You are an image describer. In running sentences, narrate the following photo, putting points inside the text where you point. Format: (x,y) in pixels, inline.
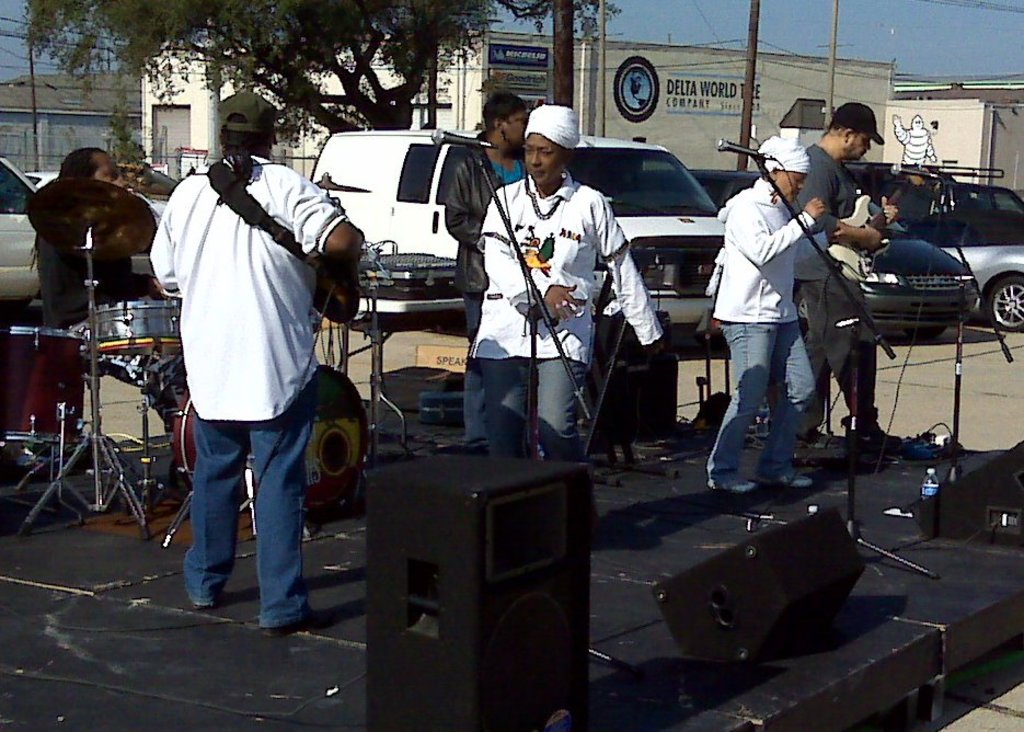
In this I can see 3 persons (473,348) are standing and performing the musical actions, they wore white color t-shirts (640,321), blue color trousers (546,407). At the bottom (398,535) there are speakers (441,502), at the back side (10,295) there are cars (412,241), houses (486,74) and trees (299,61).
